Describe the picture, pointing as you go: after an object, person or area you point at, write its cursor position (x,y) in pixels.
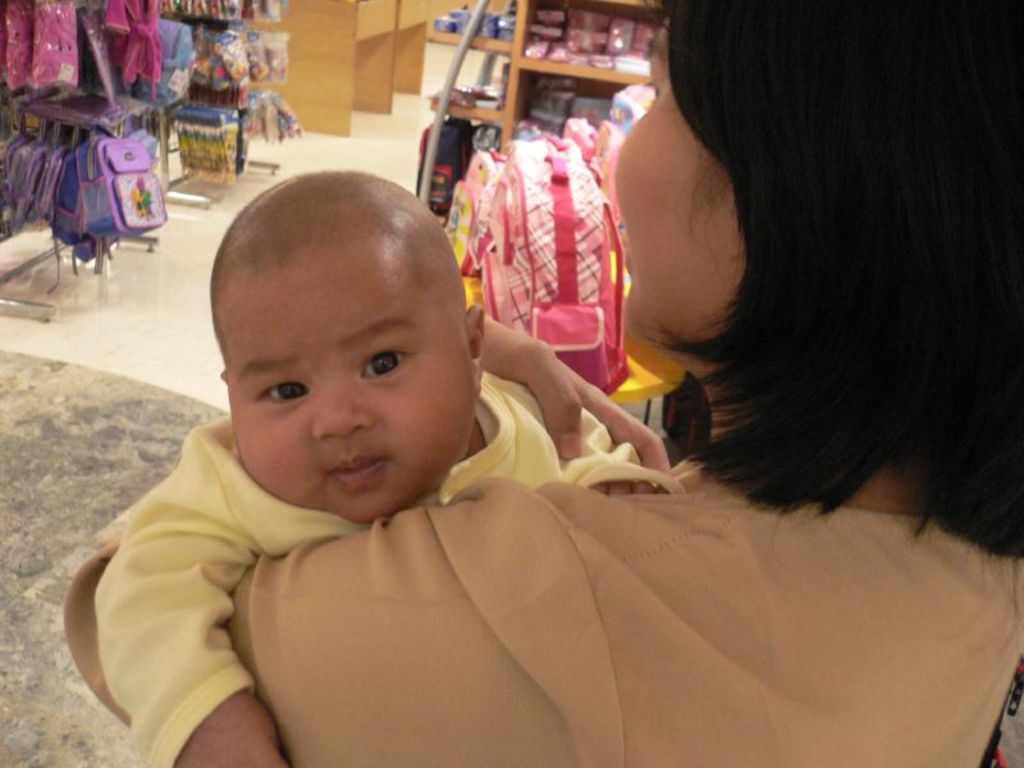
In front of the image there is a person (980,348) holding the baby (327,409). There are bags (95,204) and a few other objects (275,54) hanging on the metal rods (210,24). There are some objects (619,42) on the wooden racks (474,116). At the bottom of the image (84,523) there is a floor (85,429).
